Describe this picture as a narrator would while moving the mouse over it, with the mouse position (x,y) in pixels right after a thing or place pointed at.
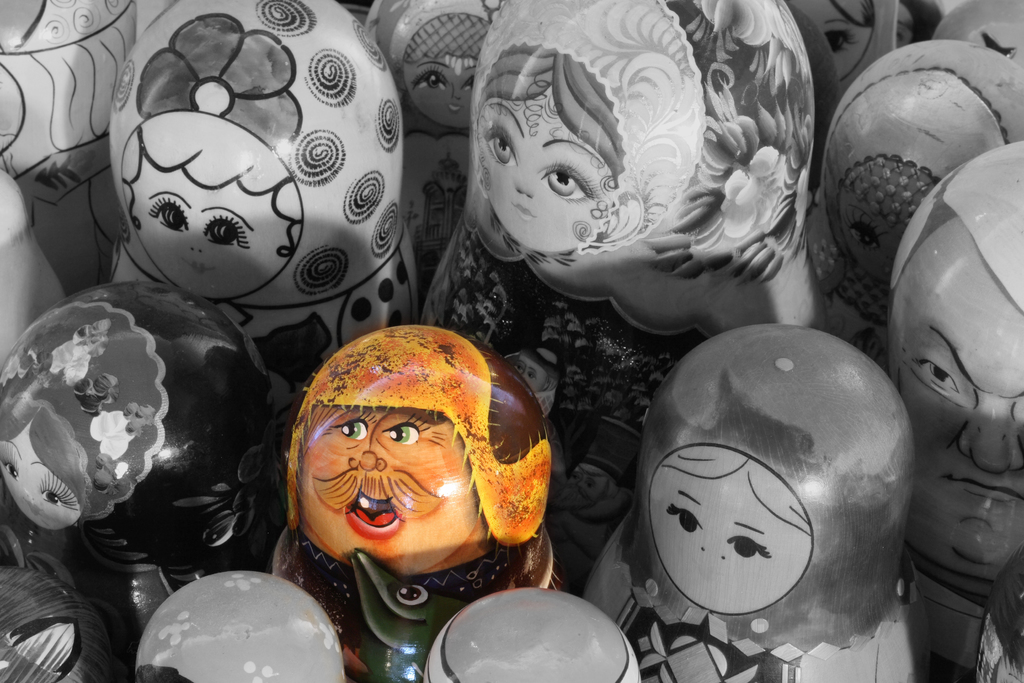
In this image we can see a group of figures (737,210) in black and white color. In the middle (416,430) we can see a figure (471,451) in color.
